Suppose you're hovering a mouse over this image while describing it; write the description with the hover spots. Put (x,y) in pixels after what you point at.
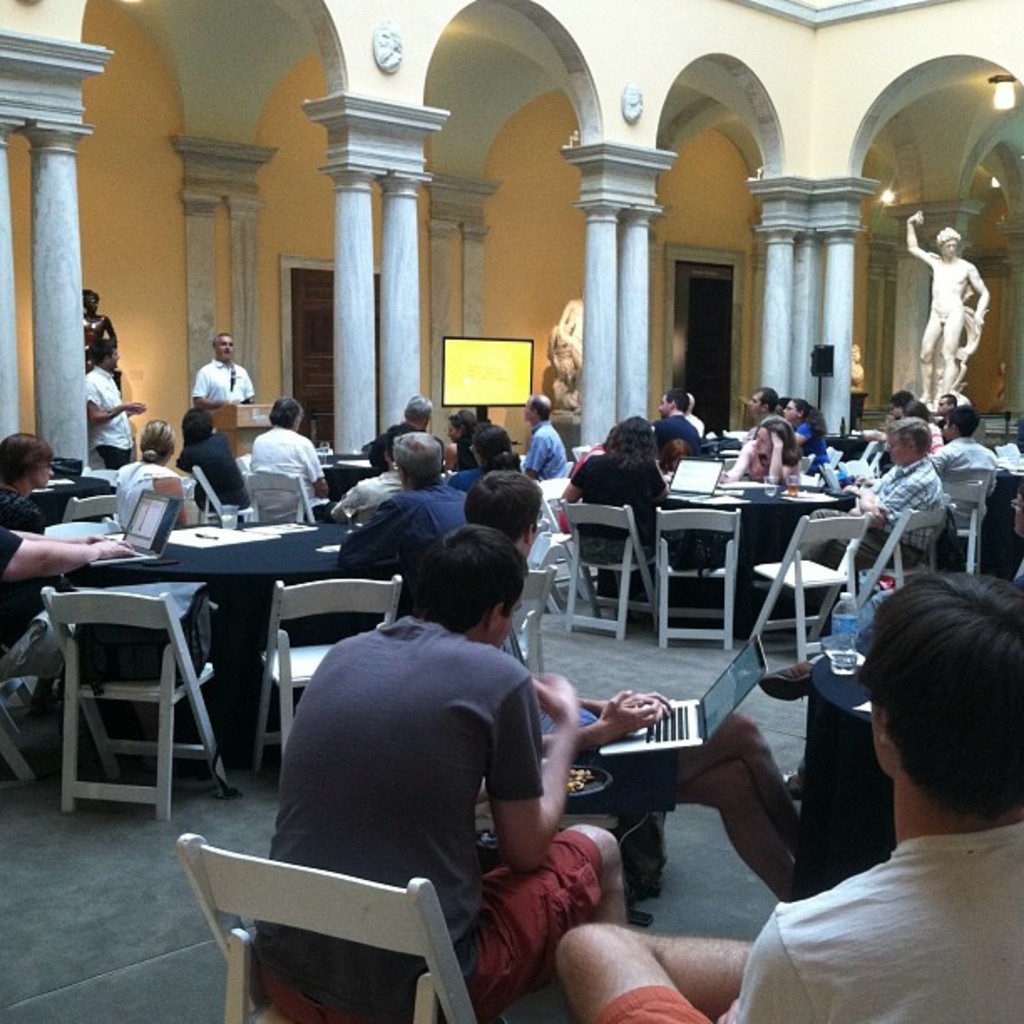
Most of the persons (657,972) are sittings on chairs (325,602). On this chair (114,596) there is a bag (155,648). On tables (312,560) there are laptops (152,542) and papers (209,530). Front there is a screen (487,379). This are statues (556,336). This 2 persons (92,416) are standing. In-front of this person (214,382) there is a podium (255,414). This person (506,513) is having a laptop (682,724). This person (477,768) is holding a plate (591,782).
